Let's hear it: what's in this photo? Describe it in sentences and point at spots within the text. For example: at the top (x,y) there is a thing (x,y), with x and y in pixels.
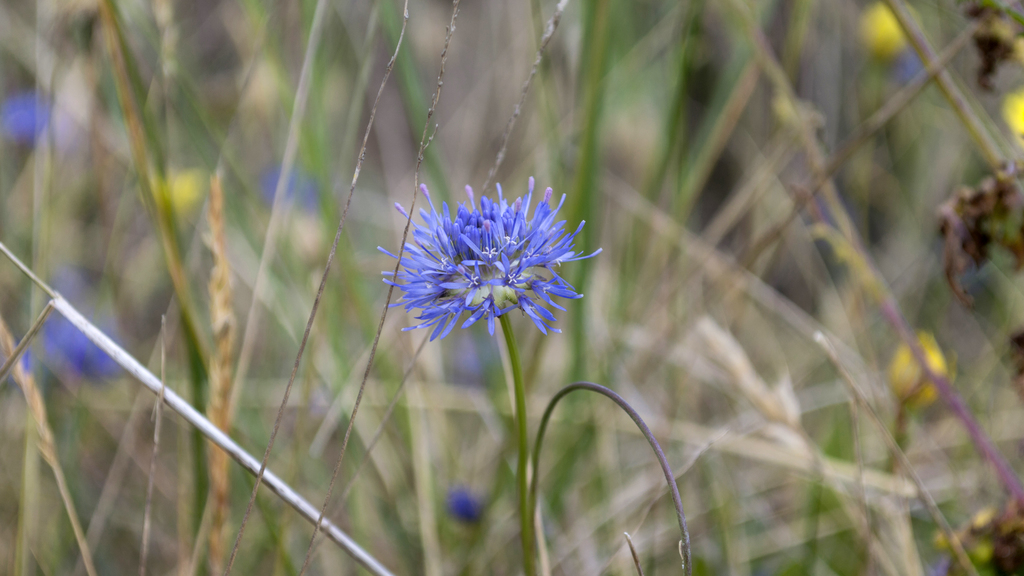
In the center of the image (477,320) we can see a flower (480,257). In the background of the image (1021,107) we can see the plants (349,217) and flowers (32,112).
